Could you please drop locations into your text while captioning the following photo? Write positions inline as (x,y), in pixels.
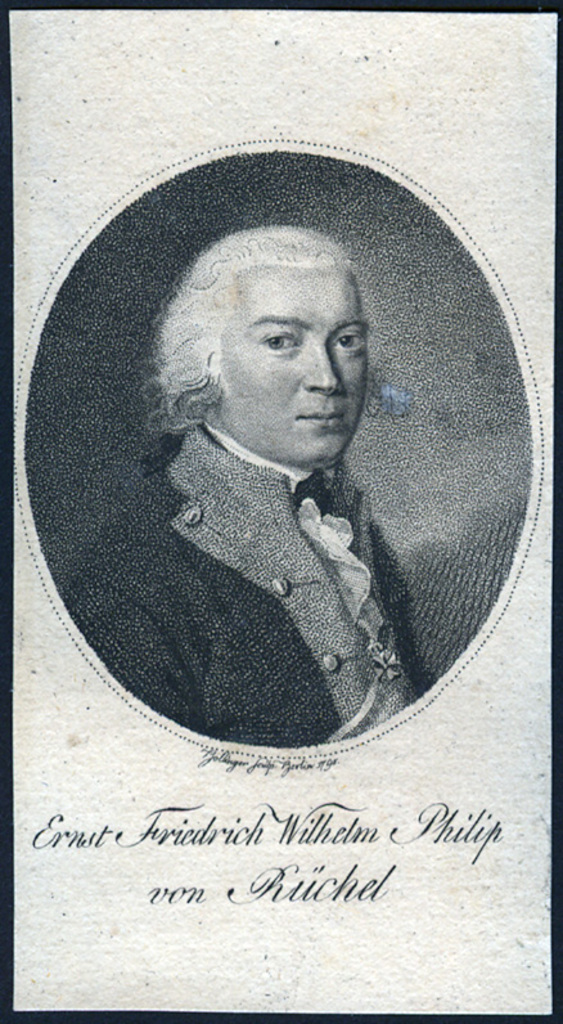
A poster (325,875) of a person (287,516). Something written on this poster (316,882).
